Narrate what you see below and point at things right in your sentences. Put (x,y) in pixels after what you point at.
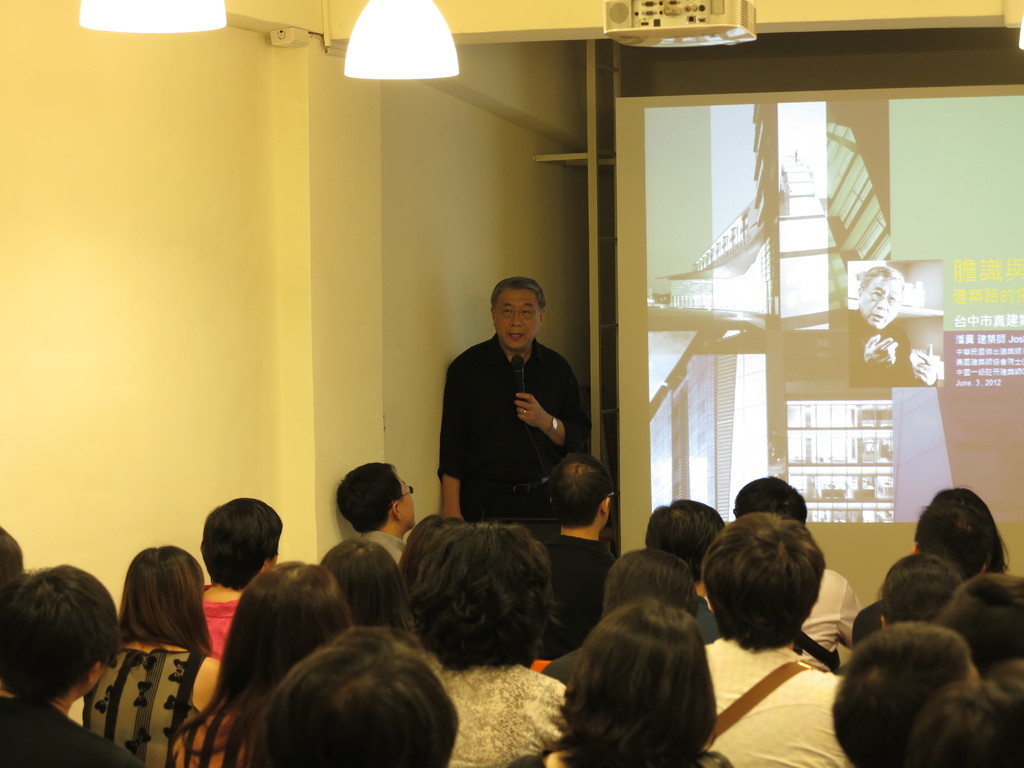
In this picture we can see some people (374,598) are sitting on the chairs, in front we can see projector screen (716,326) and one person (466,380) is standing and holding mike (522,374).
